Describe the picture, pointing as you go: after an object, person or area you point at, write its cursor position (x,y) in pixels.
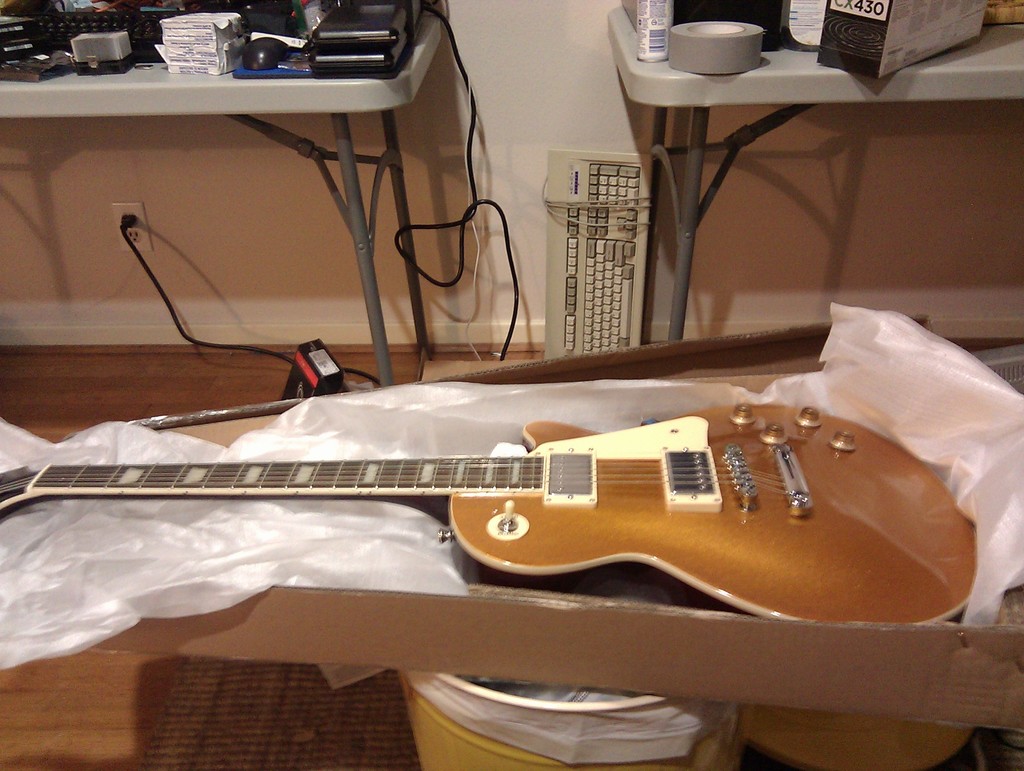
in a box (343,591) there is white cover (323,558) on which there is a guitar (530,507). behind it there are 2 tables (338,128) on which there are objects (730,58). in between them there is a keyboard (568,270). the guitar (573,517) is kept on a yellow basket (701,736).
